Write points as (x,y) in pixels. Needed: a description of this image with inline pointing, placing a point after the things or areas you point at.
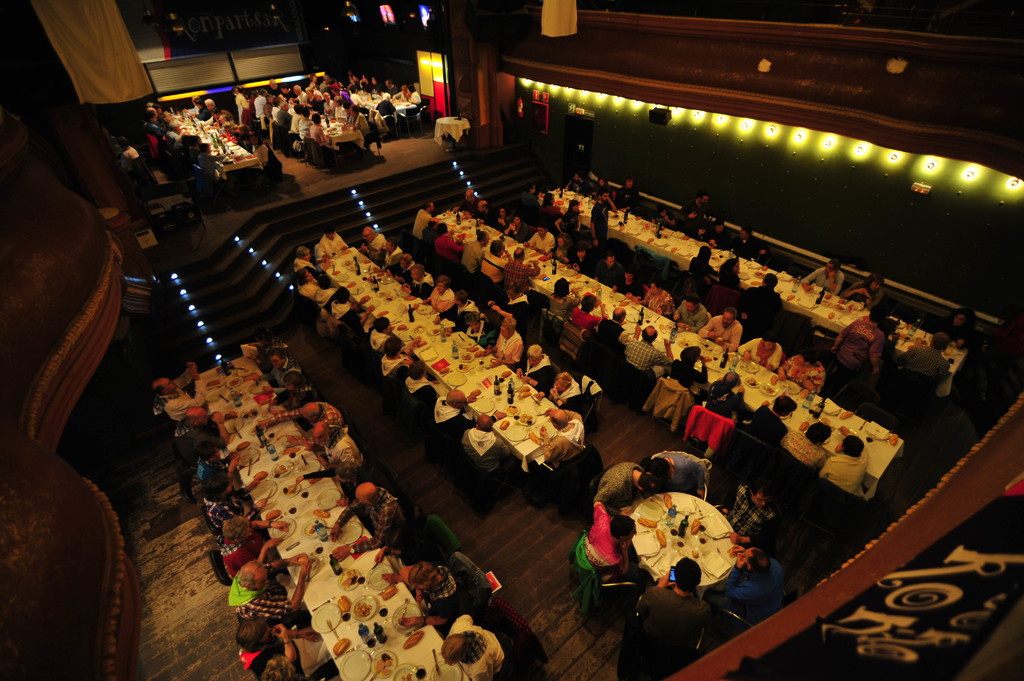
In this image I can see people (482,336) sitting on the chairs (619,357). I can see few tables (458,361). There are food items (343,609) on the tables (361,648). I can see the lights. At the top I can see some text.
